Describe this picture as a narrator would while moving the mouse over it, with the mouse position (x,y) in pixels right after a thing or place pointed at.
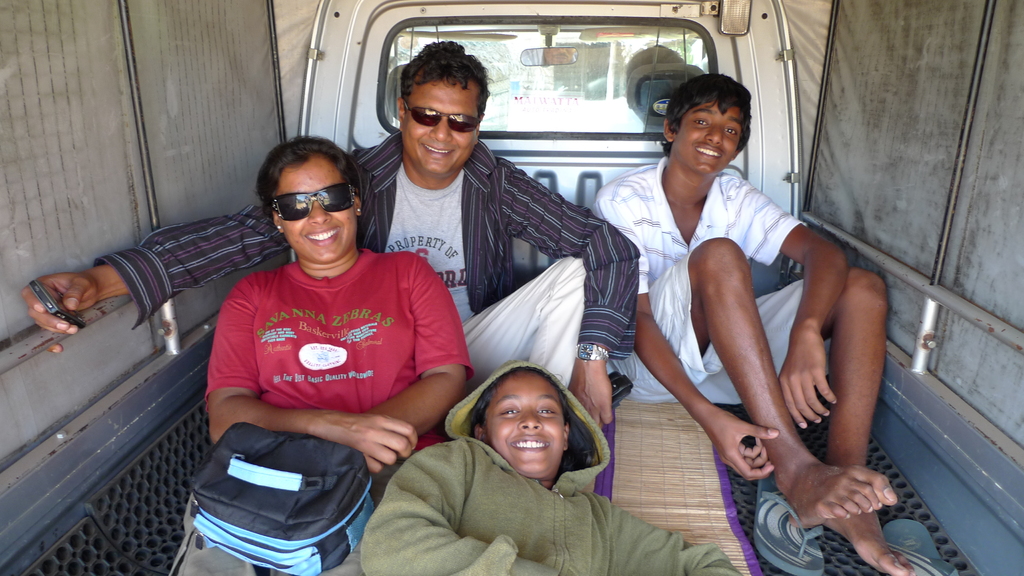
This picture is taken inside a vehicle (258,43), there are some people (404,317) sitting and some are lying, at the left side (264,412) there is a woman (282,300), she is wearing black color specs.
